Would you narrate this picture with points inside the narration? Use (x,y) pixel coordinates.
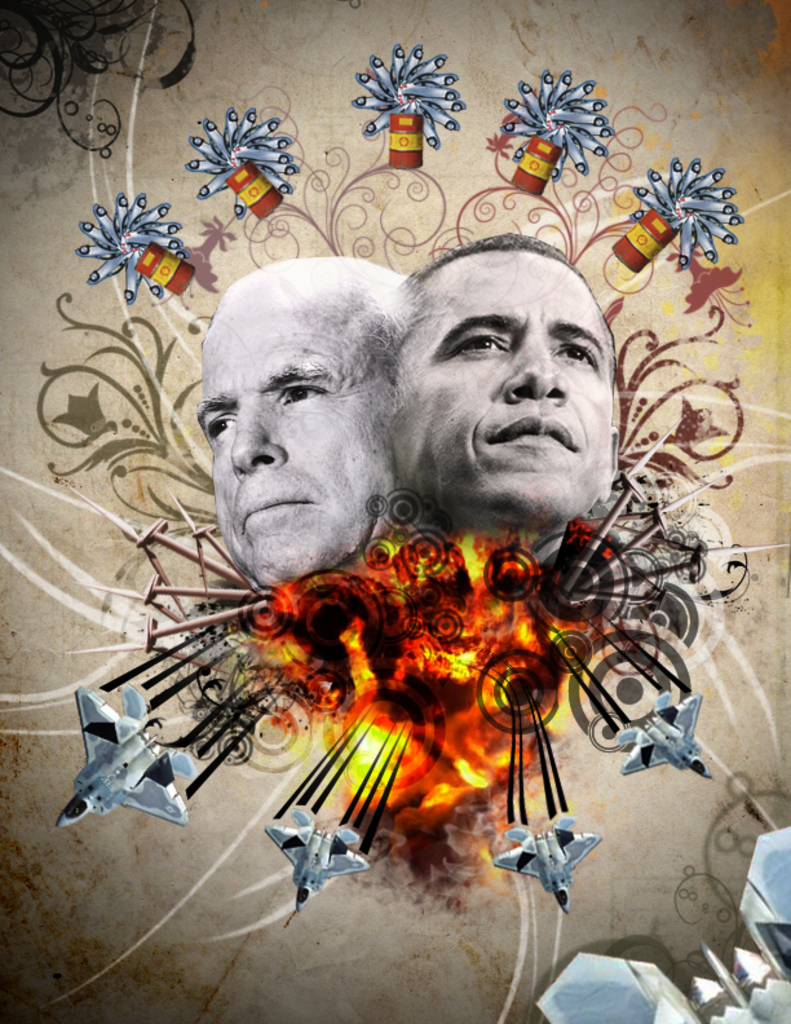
As we can see in the image there is a banner (216,444). On banner (453,690) there are jet planes (174,768), fire (452,635) and two people faces (292,417).
